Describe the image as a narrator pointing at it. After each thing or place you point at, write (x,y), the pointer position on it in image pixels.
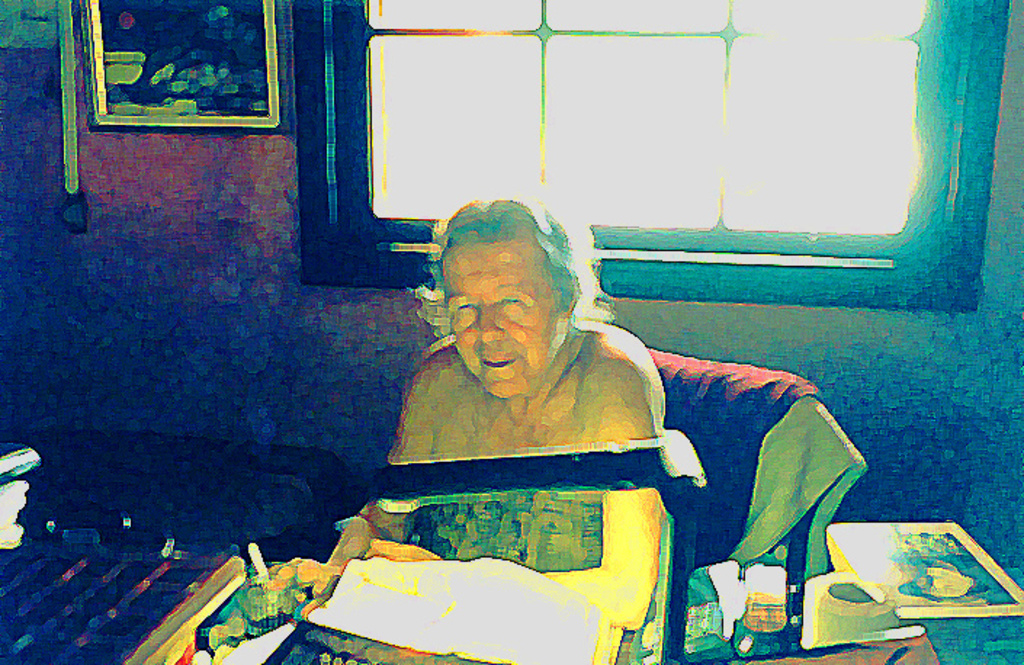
In this picture we can see a woman (576,399) is seated on the chair (747,445), in front of her we can see a light (465,471) and other things (734,602) on the table (949,630), in the background (233,201) we can see a frame (217,123) on the wall (236,187).
